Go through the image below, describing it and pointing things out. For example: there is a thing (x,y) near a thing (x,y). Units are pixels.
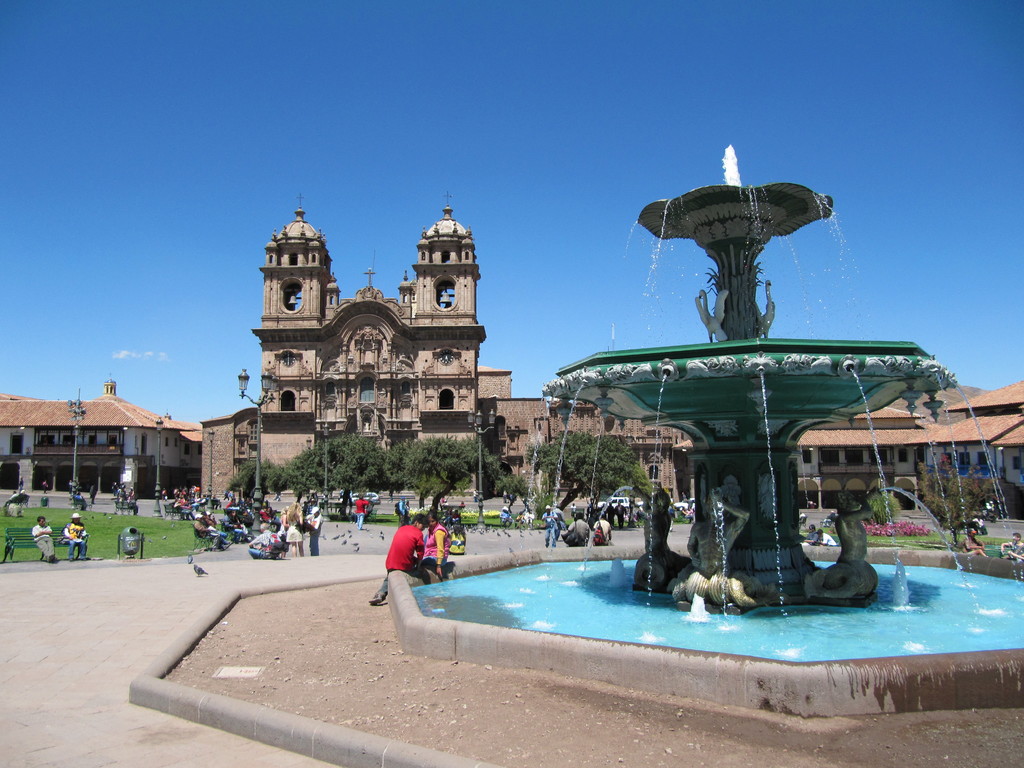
In this picture we can observe a fountain (730,420) and some water (581,584) on the right side (735,440). There are some people (408,568) sitting and standing in this picture. We can observe some trees (390,469) and a building (295,396). In the background (187,196) there is a sky (363,122).
